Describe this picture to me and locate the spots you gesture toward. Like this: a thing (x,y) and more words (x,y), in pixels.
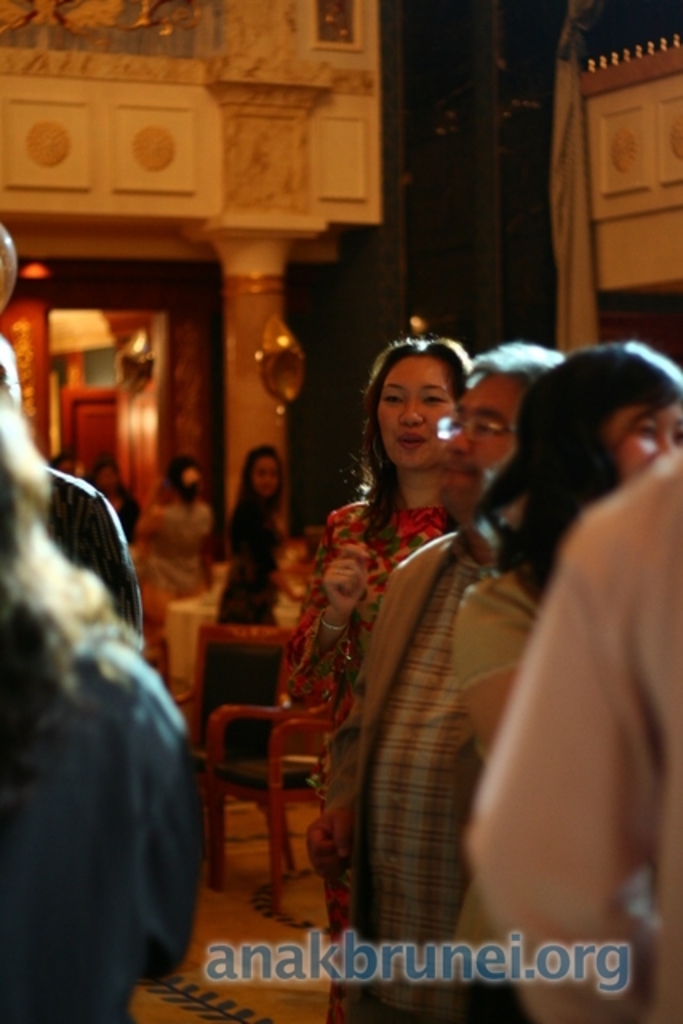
There are people (406,705) standing and talking with each other and there is a chair (264,773) in the middle of floor (246,820). In the background (145,167) there is a building (217,176) and a door (100,410) and also a pillar (256,403). There is a woman (364,427) standing and looking at other person (650,398).
